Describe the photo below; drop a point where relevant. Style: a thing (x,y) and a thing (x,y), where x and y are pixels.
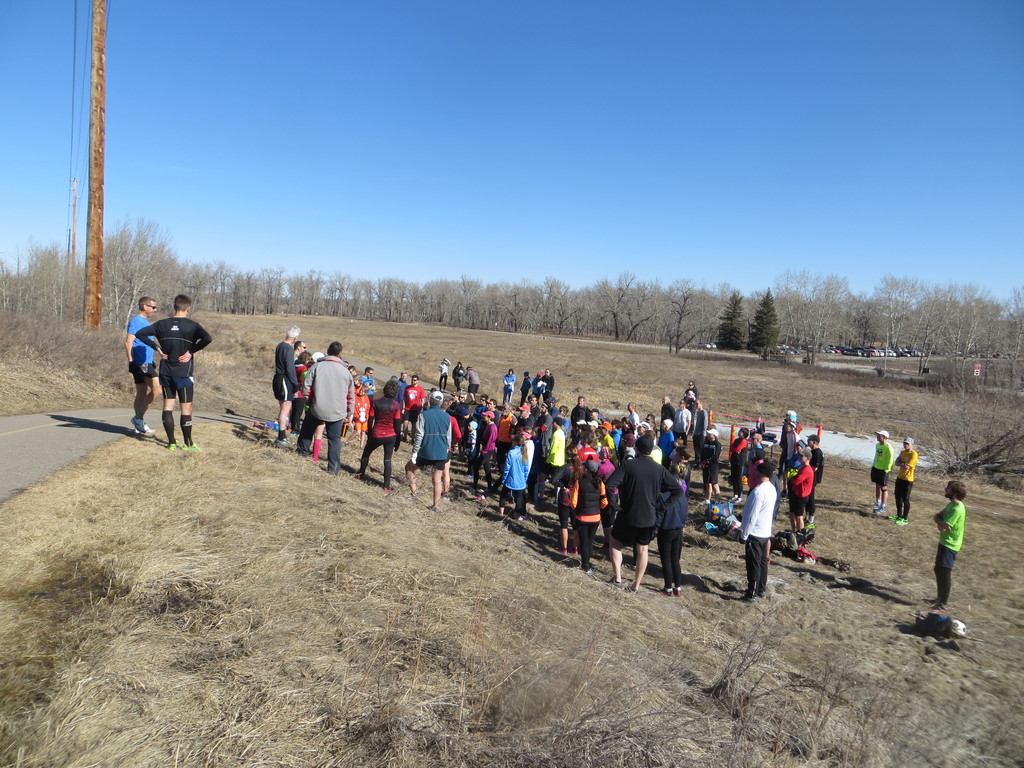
In this image I can see the group of people (552,477) standing and wearing the different color dresses (566,501). These people (514,472) are standing on the ground (559,631). To the left (37,449) I can see the road (25,452). I can see few people (710,462) are wearing the caps (651,445). In the background (408,282) I can see the pole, trees (280,288) and the blue sky (594,106).
